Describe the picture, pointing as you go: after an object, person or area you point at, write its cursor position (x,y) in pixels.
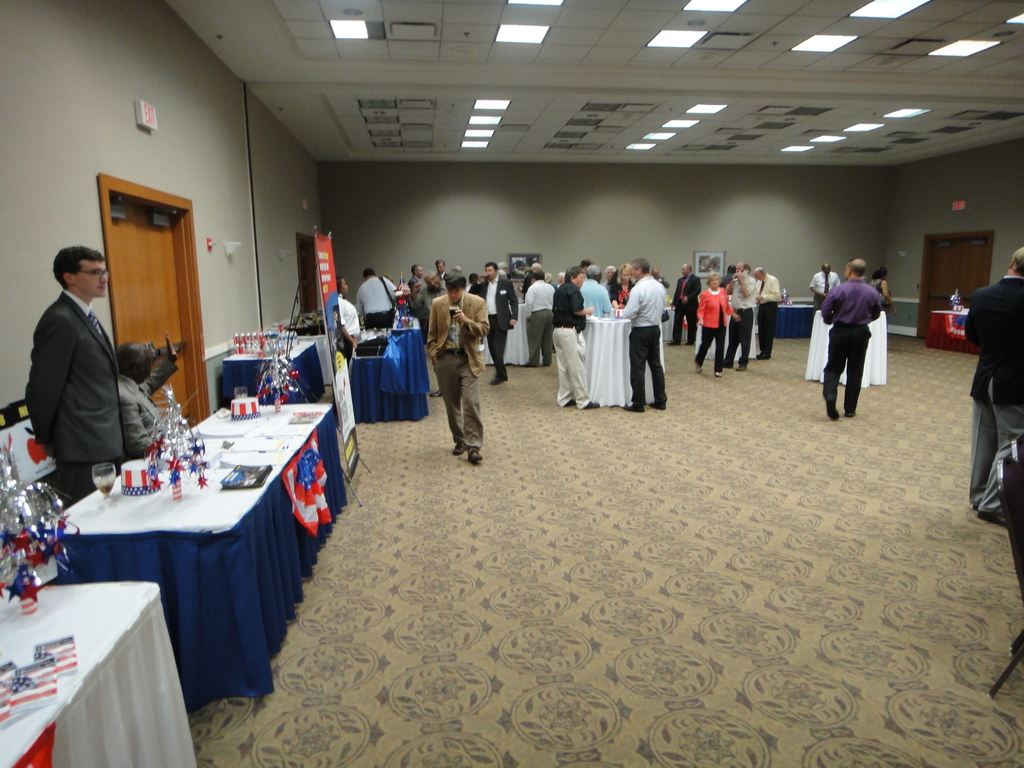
In this picture, we can see a few people (660,398), we can see the floor (675,386) with some objects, and we can see some tables (255,528) covered with cloth (331,418), and we can see some objects (306,460) on the tables (215,480) like bottles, glass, we can see the wall (242,313) with doors (311,271), and some objects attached to it, we can see the roof (512,97) with lights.
